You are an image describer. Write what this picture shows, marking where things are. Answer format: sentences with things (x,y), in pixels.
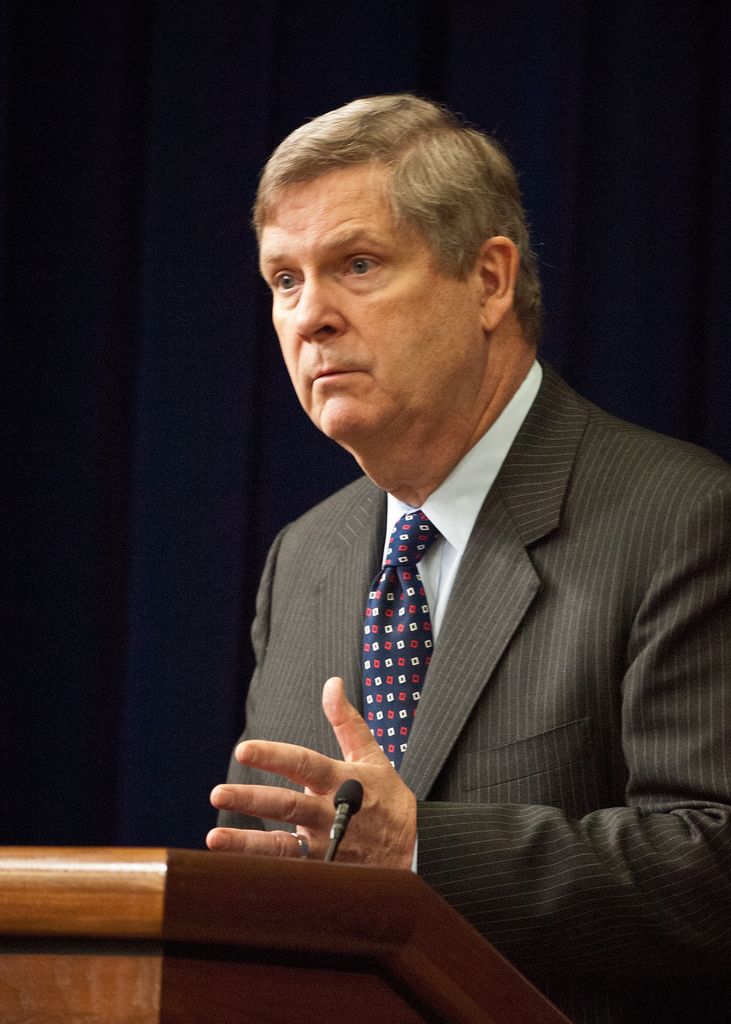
In the center of the image (391,577) we can see a man (419,393) standing, before him there is a podium (350,917) and we can see a mic (336,819) placed on the podium (284,930). In the background (222,263) there is a curtain (573,267).
